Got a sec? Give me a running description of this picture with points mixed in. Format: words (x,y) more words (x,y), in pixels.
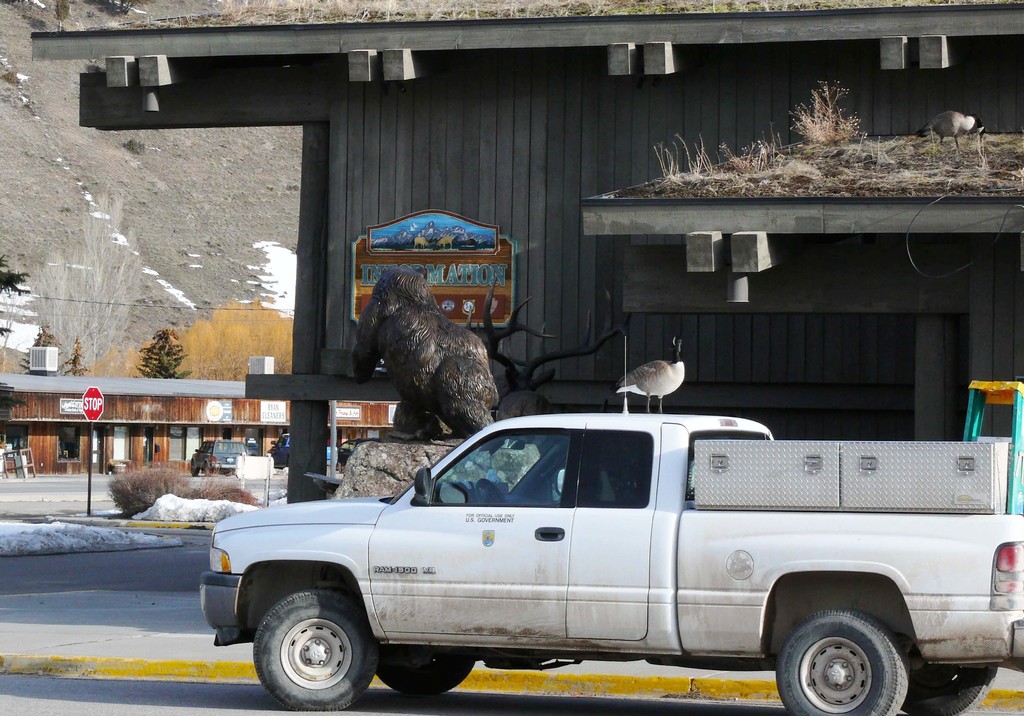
There is a vehicle (528,591) which is white in color is on the road (522,698) and there is a wooden building (521,191) beside it and there are some other objects (99,395) in the background (116,351).
